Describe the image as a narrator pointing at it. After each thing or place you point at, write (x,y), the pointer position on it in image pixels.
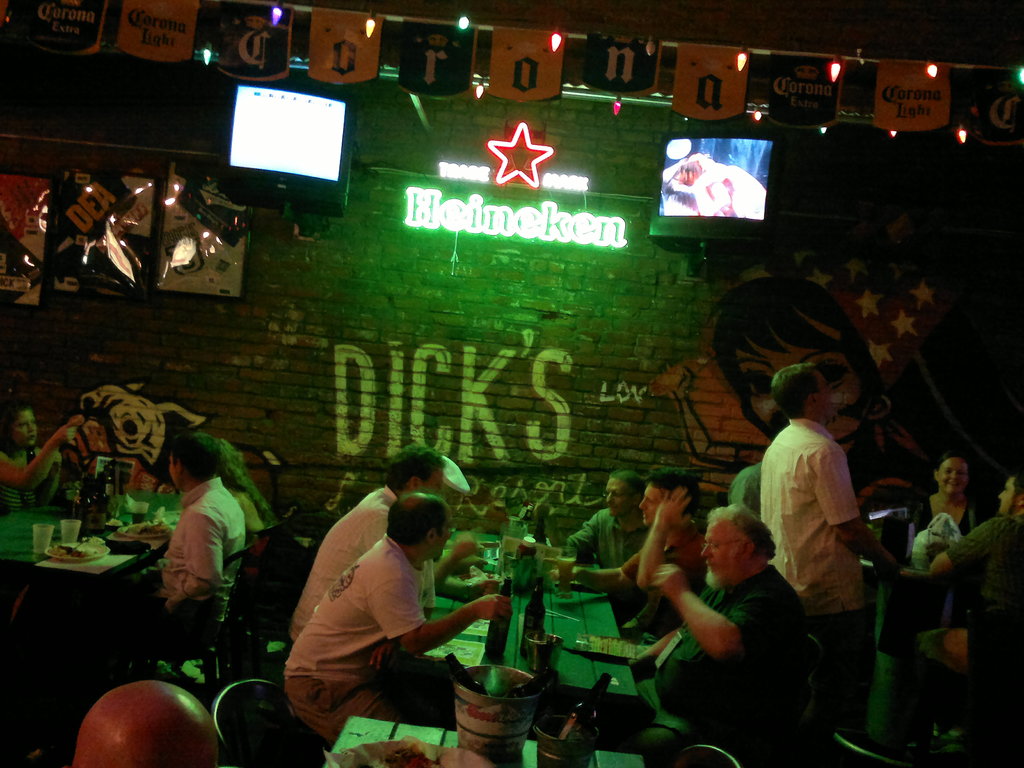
This picture describes about group of people (792,560), few people (456,632) are seated on the chairs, and a person (801,463) is standing, in front of them we can see few bottles (495,639), bucket (518,716) and other things (529,570) on the table (583,608), beside to them we can find few monitors (317,143), lights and few posters (201,276) on the wall (518,356).
